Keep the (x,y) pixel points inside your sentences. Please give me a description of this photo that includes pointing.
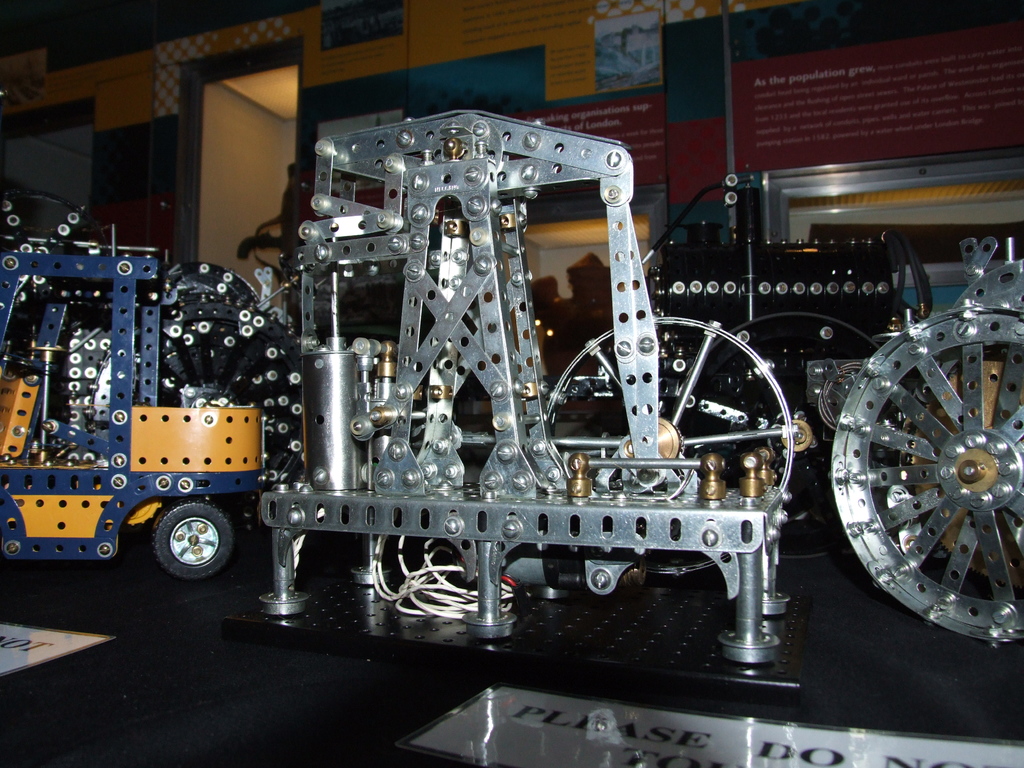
In the image on the black surface (229,703) there are few models (362,400) in different shapes. On the black surface (436,712) there is a white paper (487,736) with something written on it. In the background (205,75) there is a wall (198,86) with posters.
